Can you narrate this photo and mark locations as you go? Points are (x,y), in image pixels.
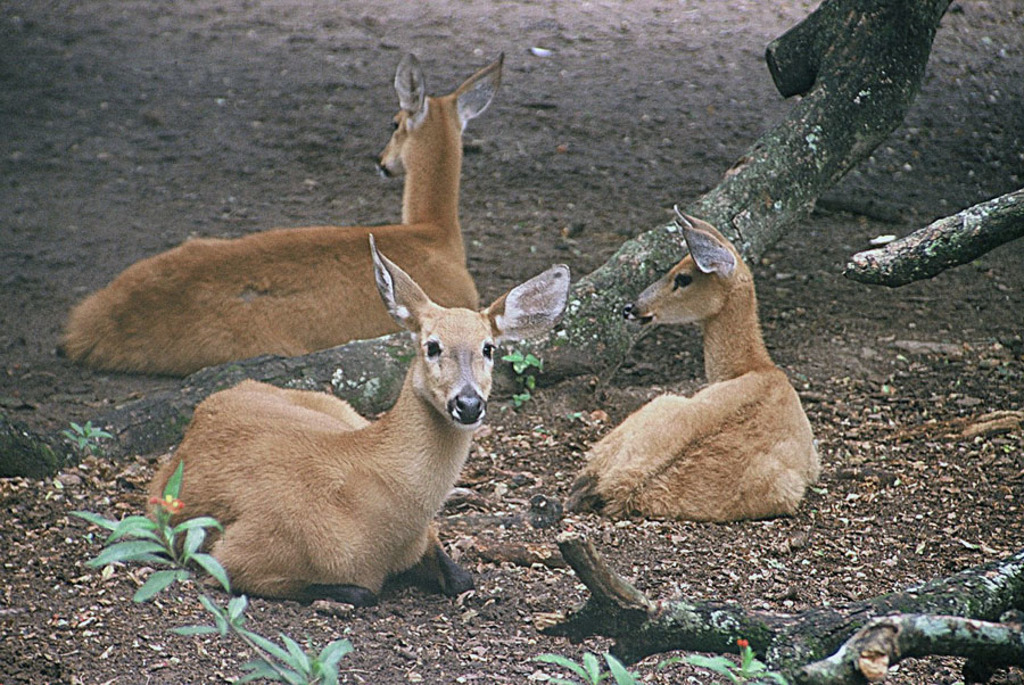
In the center of the image (364,444) we can see the marsh deer (648,469) are sitting on the ground (827,338). In the background of the image (969,50) we can see the trees (873,33) and saw dust (535,483).
